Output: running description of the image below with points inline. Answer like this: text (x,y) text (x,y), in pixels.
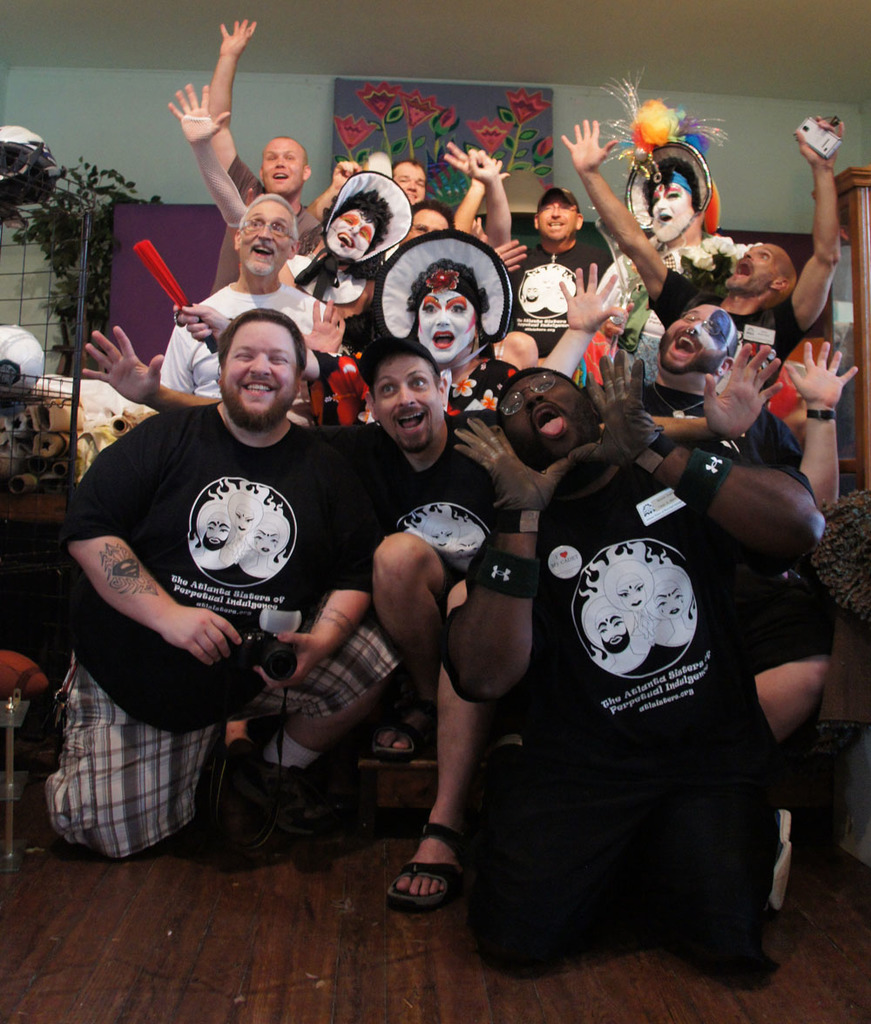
In this image, there are a few people (387,660). We can see the ground (601,1014). In the background (720,193), we can see the wall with a frame (352,130) and some object (157,224). We can also see a plant (92,262) and the roof (626,61). We can see some objects (11,218) on the left (13,832). We can also see some wood (866,312) and an object (870,252) on the right (845,553).
